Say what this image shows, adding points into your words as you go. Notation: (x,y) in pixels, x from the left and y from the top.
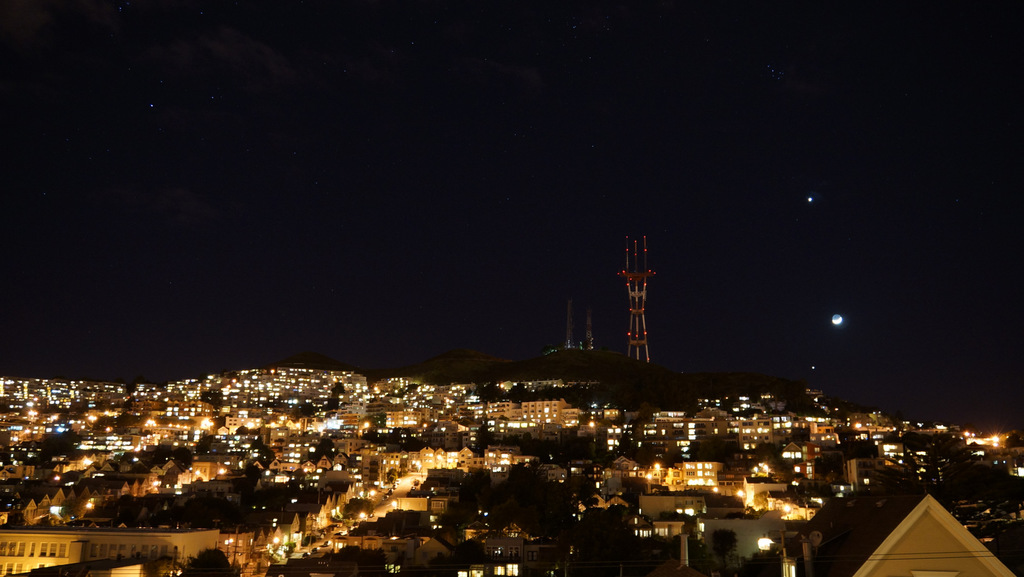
There are buildings (435,509) having lights (90,441) and there are trees (912,480) on the ground (158,443). In the background (646,345), there are towers (638,304) on a mountain (454,363) and there are a moon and stars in the sky (373,130).
